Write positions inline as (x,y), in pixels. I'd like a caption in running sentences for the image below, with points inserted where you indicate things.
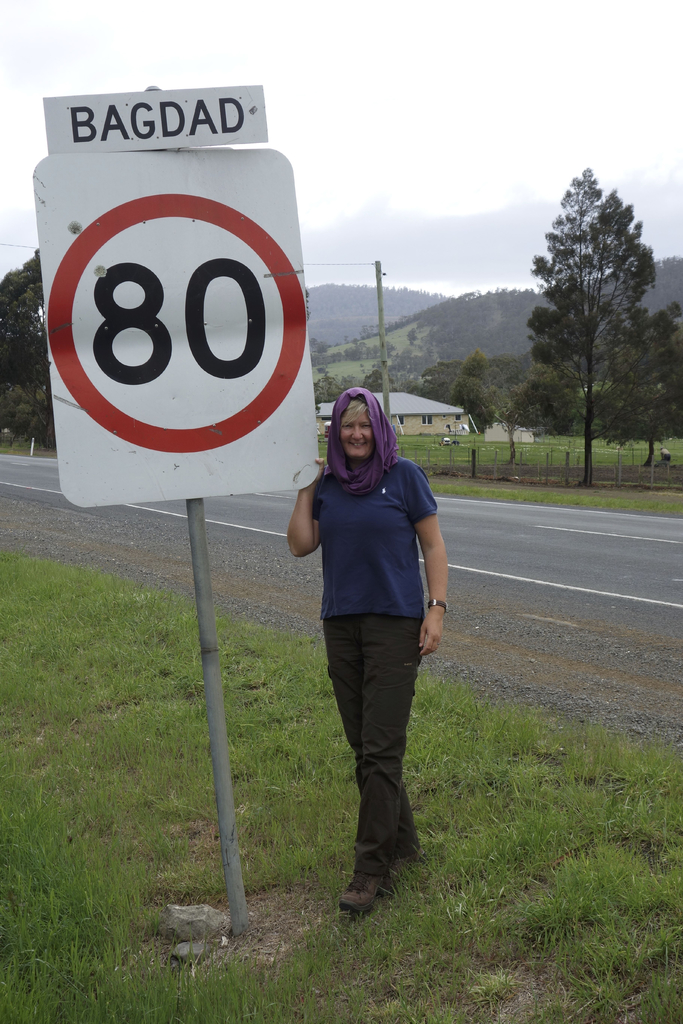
In this image, we can see a person (348,548). There are a few poles (224,843). Among them, we can see a pole (225,852) with some boards (160,338). We can see the ground (635,459). We can see some grass (597,451), rocks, trees (569,399). We can also see some houses (381,404) and the fence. We can see some hills (321,330) and the sky (517,189).
